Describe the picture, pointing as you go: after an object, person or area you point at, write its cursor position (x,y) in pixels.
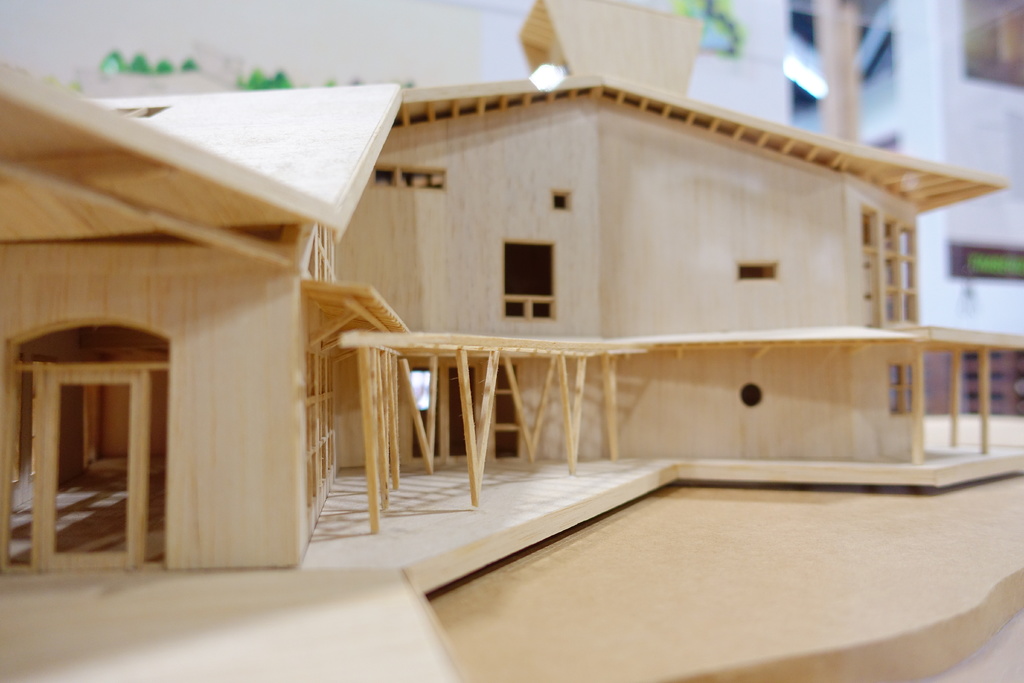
In this image we can see a miniature of a building (506,416). In the background (374,57) there is a wall (923,110).
